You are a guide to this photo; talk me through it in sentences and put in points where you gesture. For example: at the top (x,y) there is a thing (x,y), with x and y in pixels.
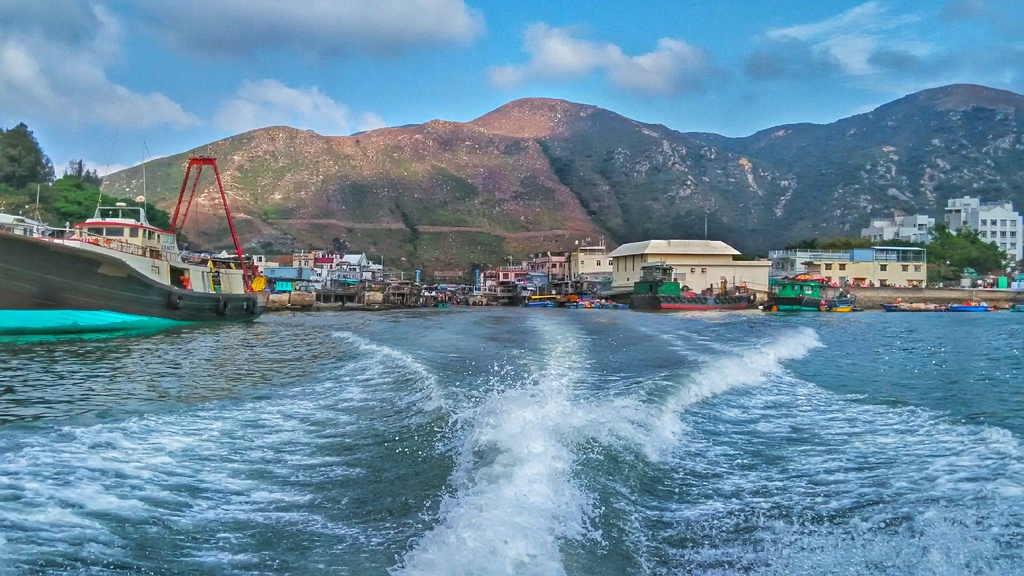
In this picture we can see many buildings (709,285), trees (940,242) and boats (647,284). On the left (19,269) there is a ship (161,240) which is on the water (136,339). In the background (850,185) we can see mountains (365,175). On the top (513,40) we can see sky (492,16) and clouds (584,55).
